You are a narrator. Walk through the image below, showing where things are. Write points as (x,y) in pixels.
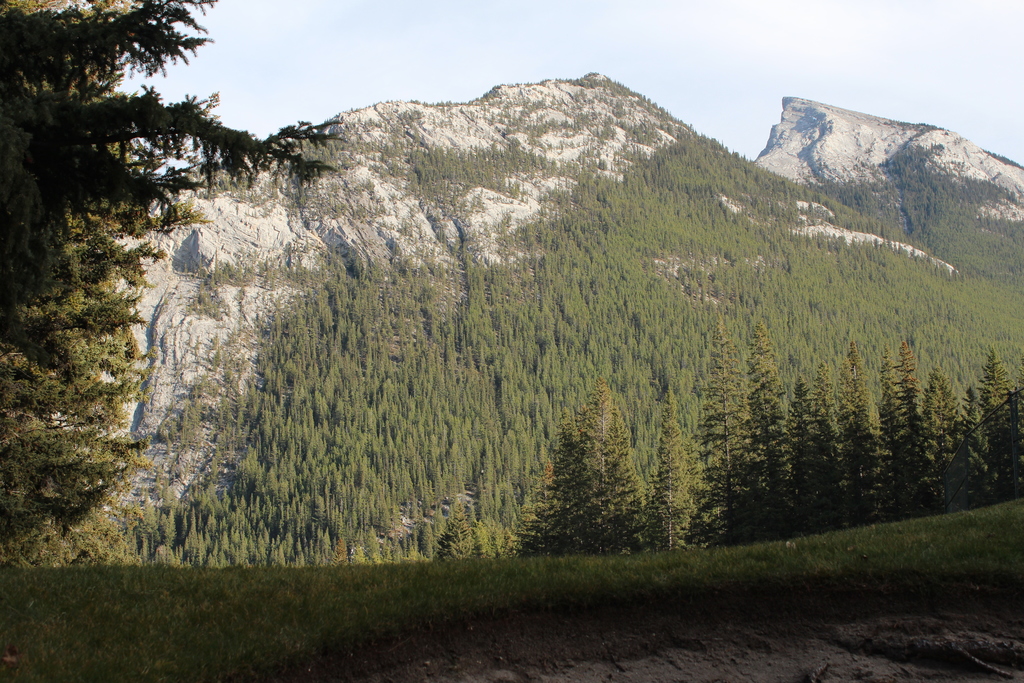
In this image we can see few hills (560,264). There are many trees (613,403) in the image. There is a grassy land (402,577) in the image. We can see the sky (476,31) in the image.
